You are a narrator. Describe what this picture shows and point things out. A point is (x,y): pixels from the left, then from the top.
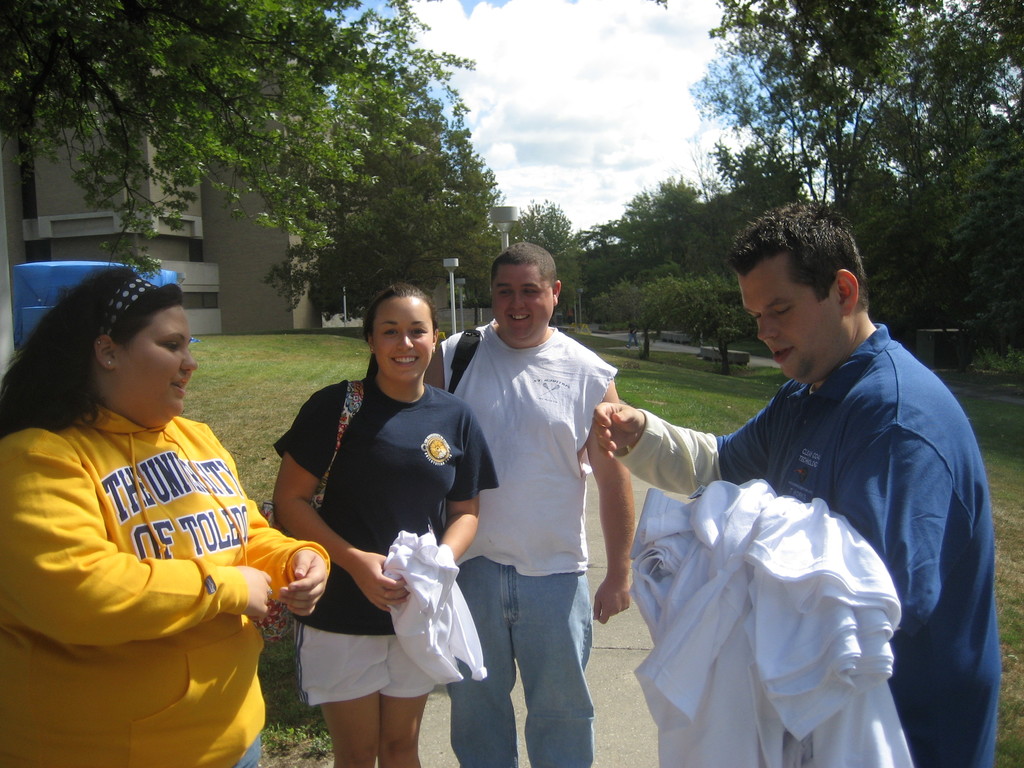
In this picture we can observe four members (550,581). Two of them are women (327,526) and the remaining two are men (708,473). We can observe white color clothes (674,639) in the hand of a man (912,512) wearing blue color dress (798,451). We can observe some grass (264,379) on the ground (690,375). In the background (416,160) there are trees (398,242), building (262,248) and a sky (561,122) with some clouds (572,118).
